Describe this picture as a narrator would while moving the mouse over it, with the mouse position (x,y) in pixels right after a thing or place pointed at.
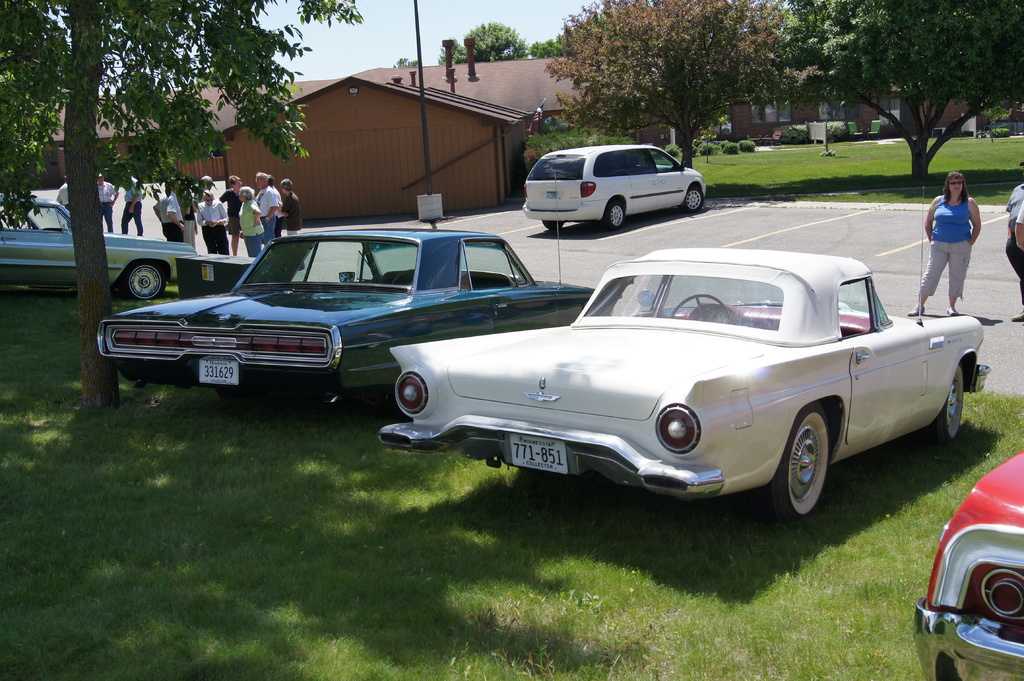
In this image on the right (957,201) there is a woman (955,241), she wears a t shirt (955,241), trouser (966,250), she is standing and there are some people (1013,208). In the middle (637,451) there are cars (444,331), trees (719,68), houses (646,134), grass (796,158), plants (725,151), road (706,228). On the left (126,220) there are some people (167,226). At the top (399,36) there are poles (423,118) and sky (390,44).
